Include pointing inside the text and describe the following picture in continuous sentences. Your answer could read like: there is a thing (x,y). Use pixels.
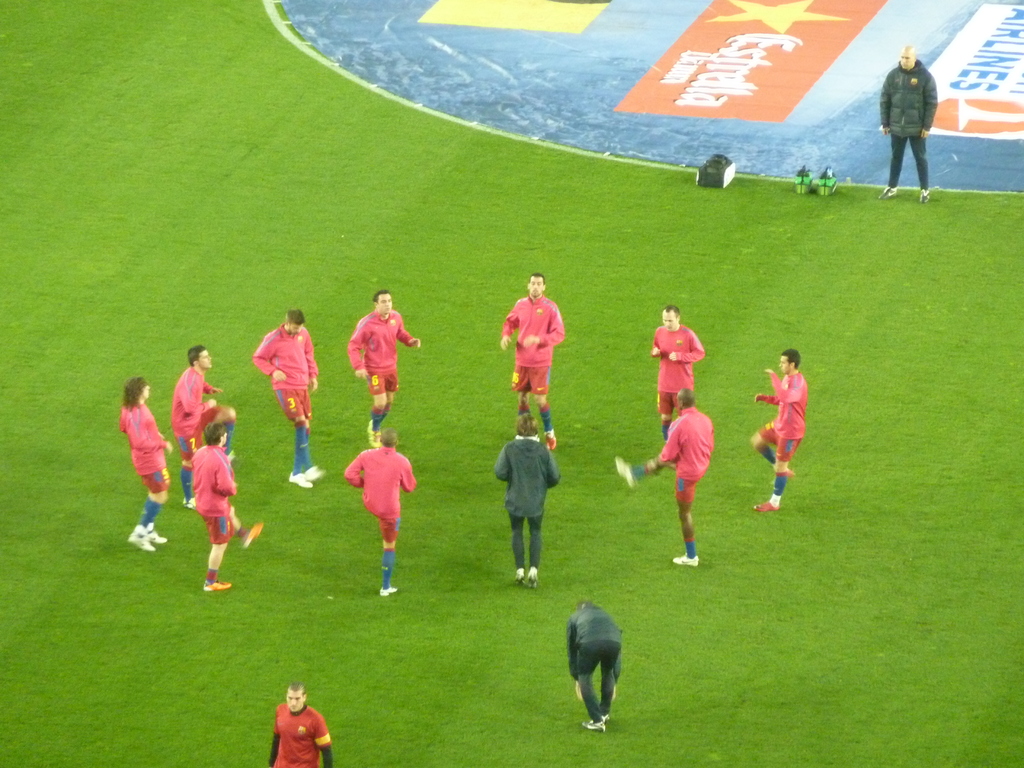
These people (188,452) are doing warm up and this person (893,186) standing. We can see objects (718,161) on green surface (708,207) and we can see hoarding (1007,168).
